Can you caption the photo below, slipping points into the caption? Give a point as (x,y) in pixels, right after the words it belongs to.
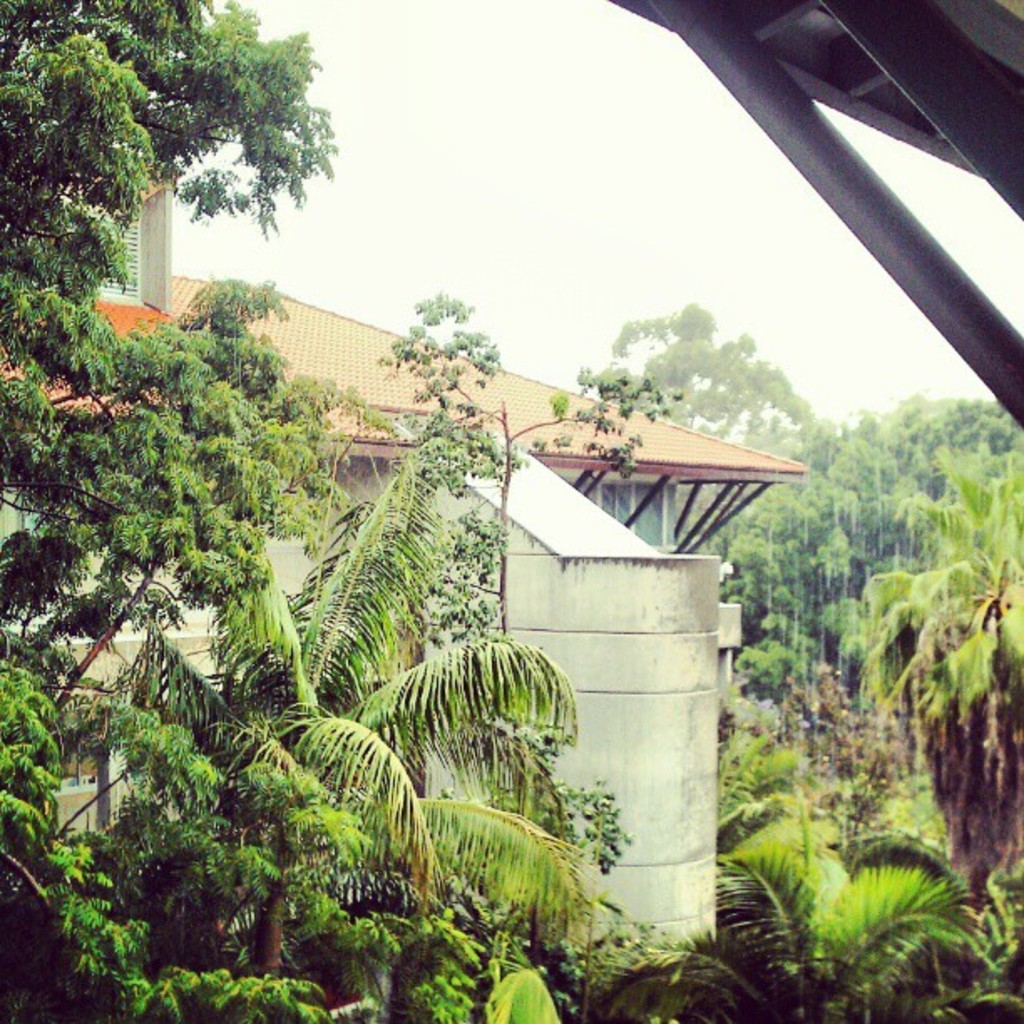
In this image we can see trees (297,459), plants (804,823), grass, building (440,509) and sky (489,177).
